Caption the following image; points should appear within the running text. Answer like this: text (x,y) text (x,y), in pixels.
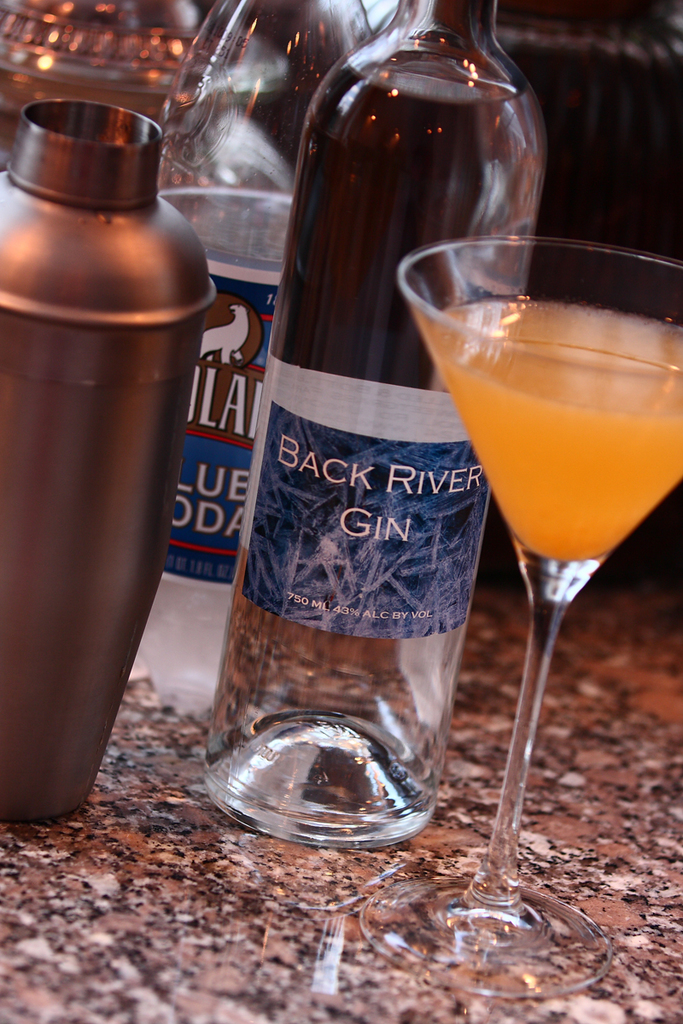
This image consists of two bottles (249,308) a glass (502,493) and a metal bottle (111,532). One of the two bottles (266,336) is an alcohol Bottle (360,624), And there is some drink (549,420) which is in orange color in the glass (535,381).
